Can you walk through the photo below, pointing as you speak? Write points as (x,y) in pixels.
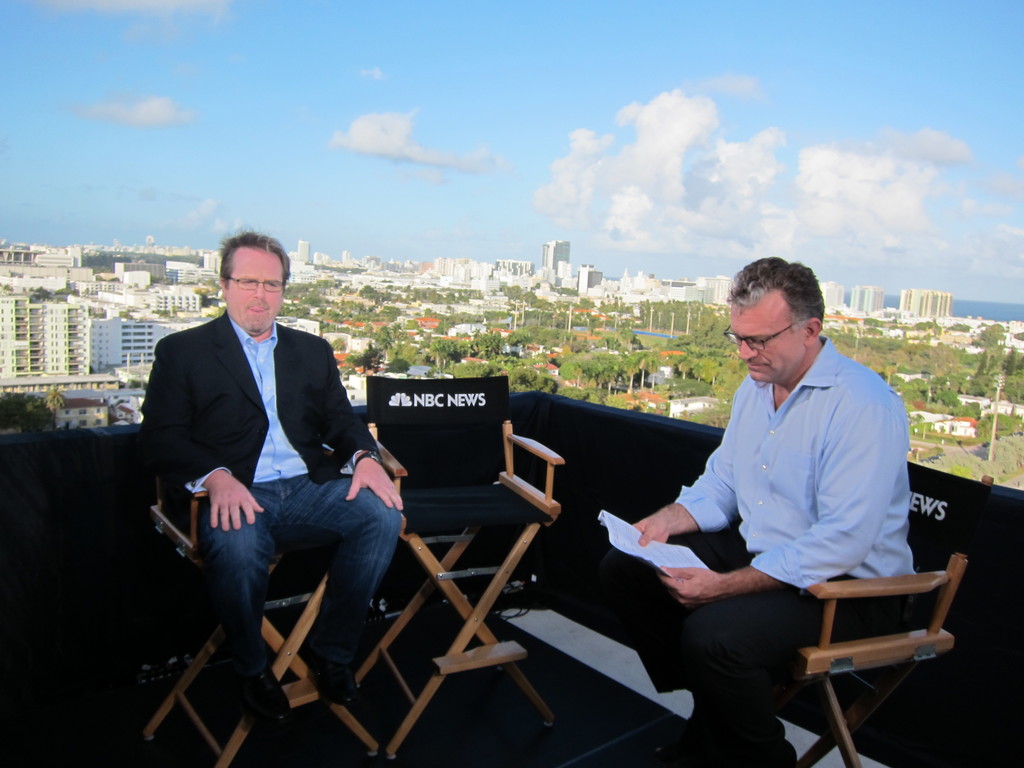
This is an outside view. Here I can see two men (290,398) are sitting on the chairs (291,598) which are placed on the floor (479,721). In the background (471,277) there are many trees (526,317) and buildings (502,274). At the top (513,90) I can see the sky (420,56) and clouds (383,135).
